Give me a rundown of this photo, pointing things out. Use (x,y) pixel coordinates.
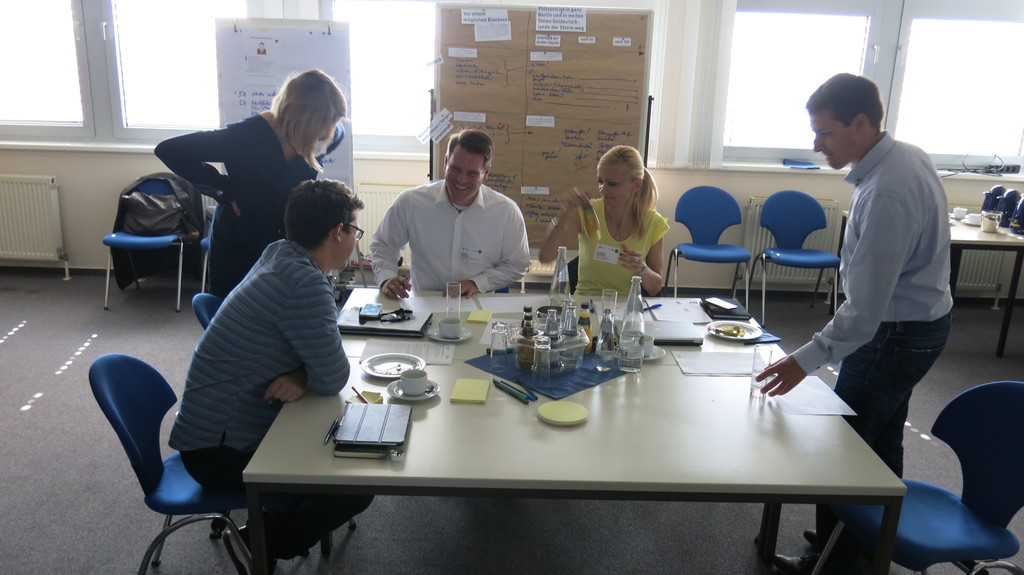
there is a table (644,406) in this picture on which some plates (374,361), ipads (408,417), water bottles (633,312), glasses (580,346), papers (692,363) were present. There are five members (477,227) around the table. Two of them were standing and three of them were sitting. In the background (605,105) there are some windows (409,49) and a board (546,101) here.
